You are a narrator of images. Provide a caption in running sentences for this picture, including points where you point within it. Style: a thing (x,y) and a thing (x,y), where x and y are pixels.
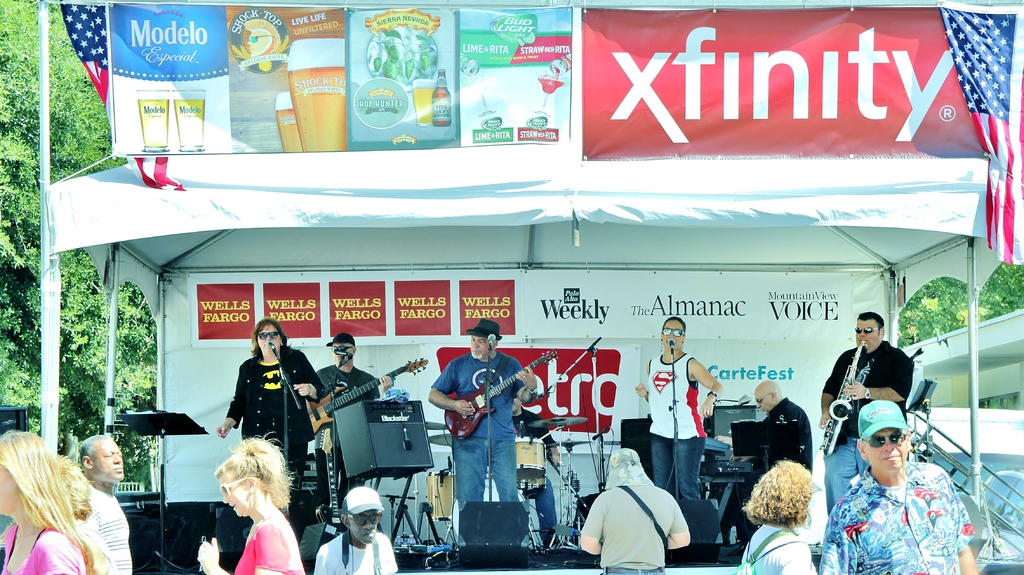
in the picture there are many people (485,359) some people (348,372) are standing on the stage (434,354) and performing and singing some people (449,379) are holding guitar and playing, there is banner (621,99) on the banner (660,146) there are many pictures (452,40) we can also see some trees (21,338).
